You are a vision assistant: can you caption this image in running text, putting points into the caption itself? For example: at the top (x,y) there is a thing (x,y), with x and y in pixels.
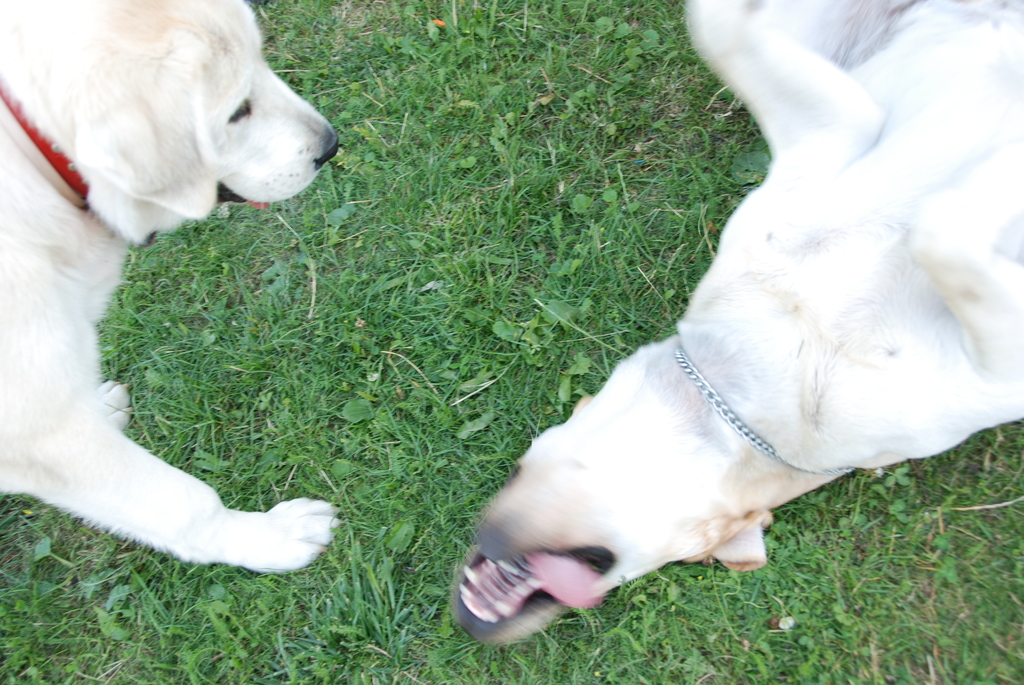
In the image in the center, we can see two dogs (912,185), which are in white color. In the background (396,189) we can see the grass (301,475).
